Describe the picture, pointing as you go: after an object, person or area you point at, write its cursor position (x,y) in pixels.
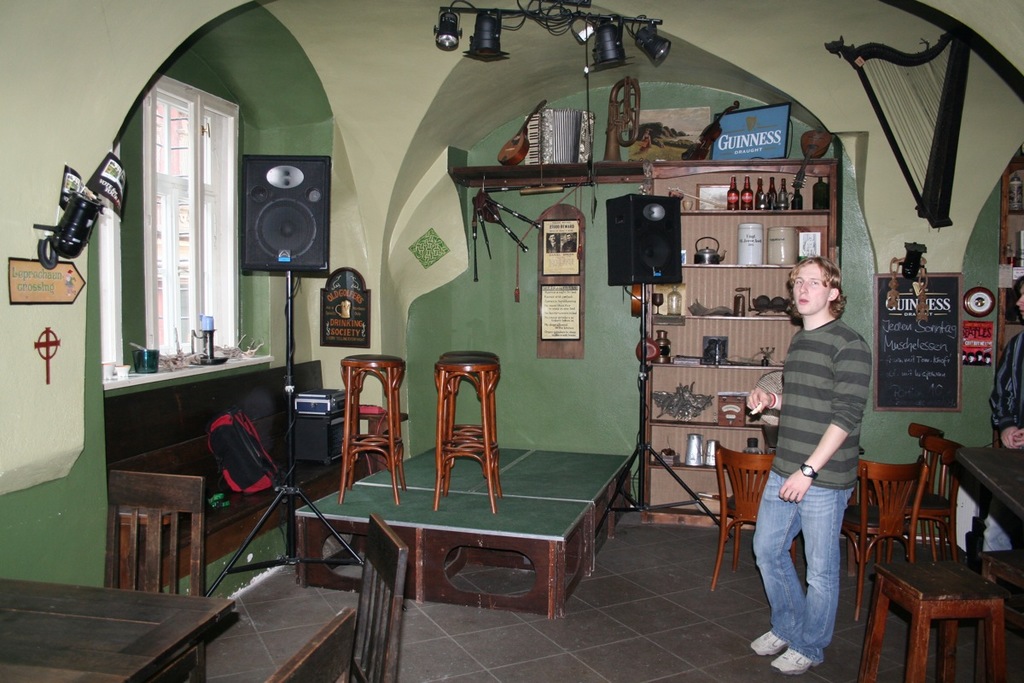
in this image. On the right (820,419) there is a man (810,486) he wears t shirt (819,387), trouser (776,533) and shoes (797,656) he is standing. On the left (141,549) there are stools (446,440), table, speaker (302,242), window (205,285), chairs (369,593) and wall (42,357). In the back ground (1011,345) there is a person (995,402), chairs (925,479), poster (743,153), violin (715,119), speaker (660,257), racks (681,355) and bottles (773,188).
